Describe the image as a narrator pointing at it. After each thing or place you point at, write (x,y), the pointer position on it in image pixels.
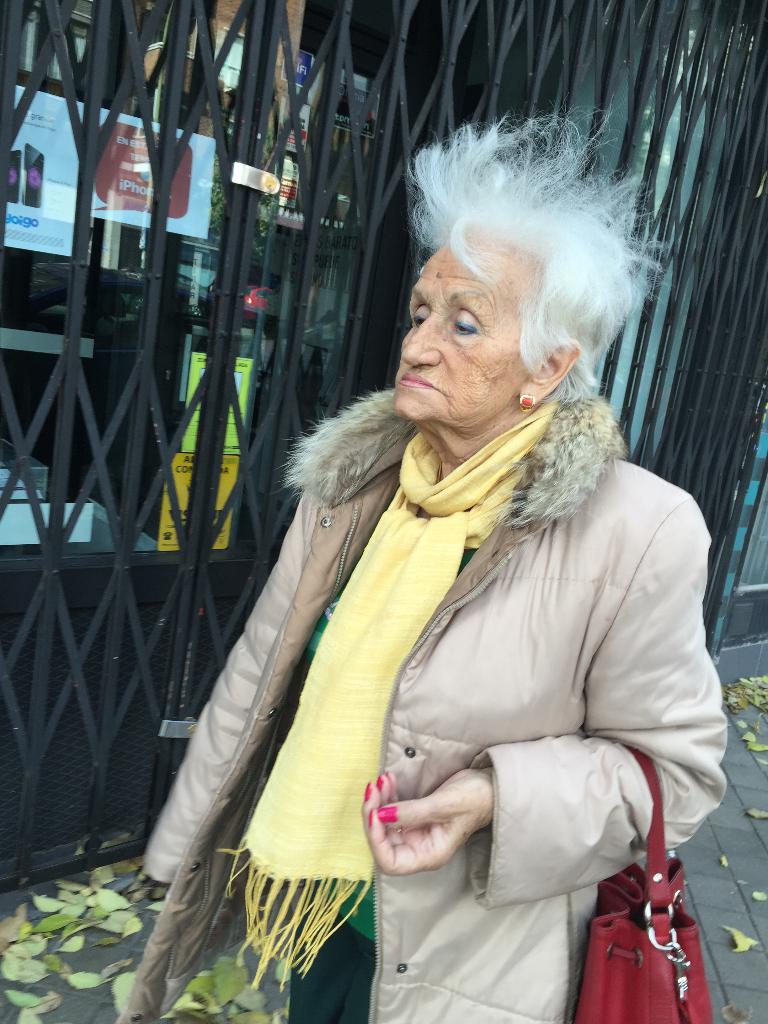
This picture shows a old woman (454,599), holding a bag (631,931) in her hand (482,794), walking on the road (719,890). In the background (169,365) there is a door (312,127) here.
